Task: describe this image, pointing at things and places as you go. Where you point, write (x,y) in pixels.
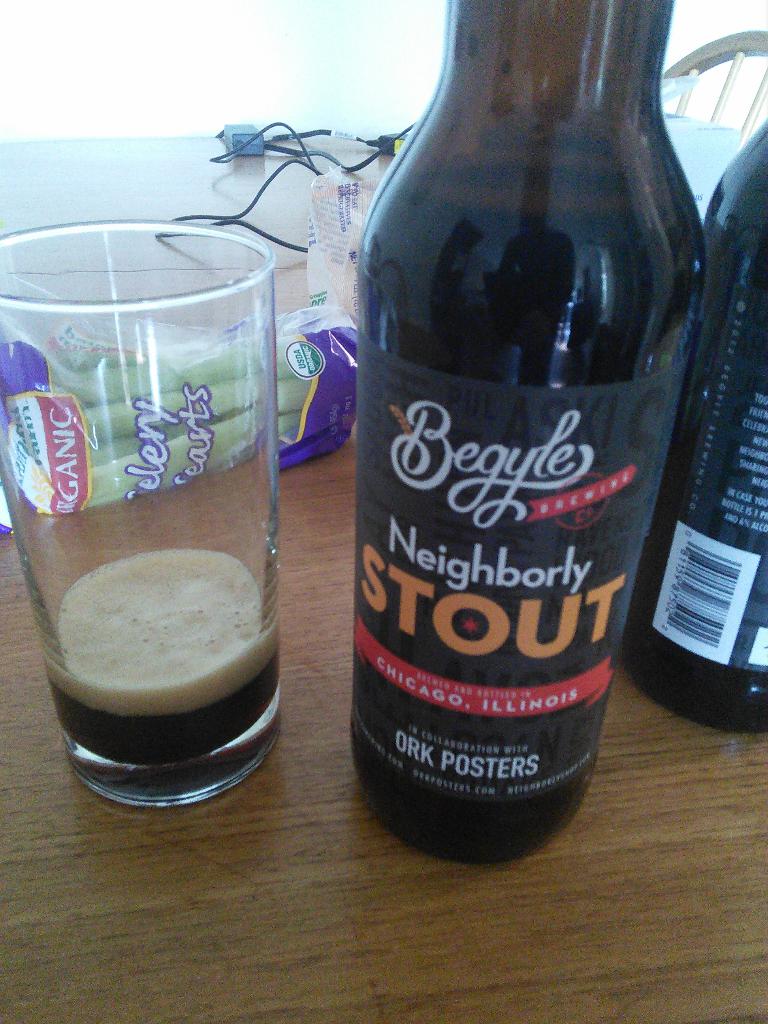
In this image I can see on the left side (168,321) there is a beer glass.
